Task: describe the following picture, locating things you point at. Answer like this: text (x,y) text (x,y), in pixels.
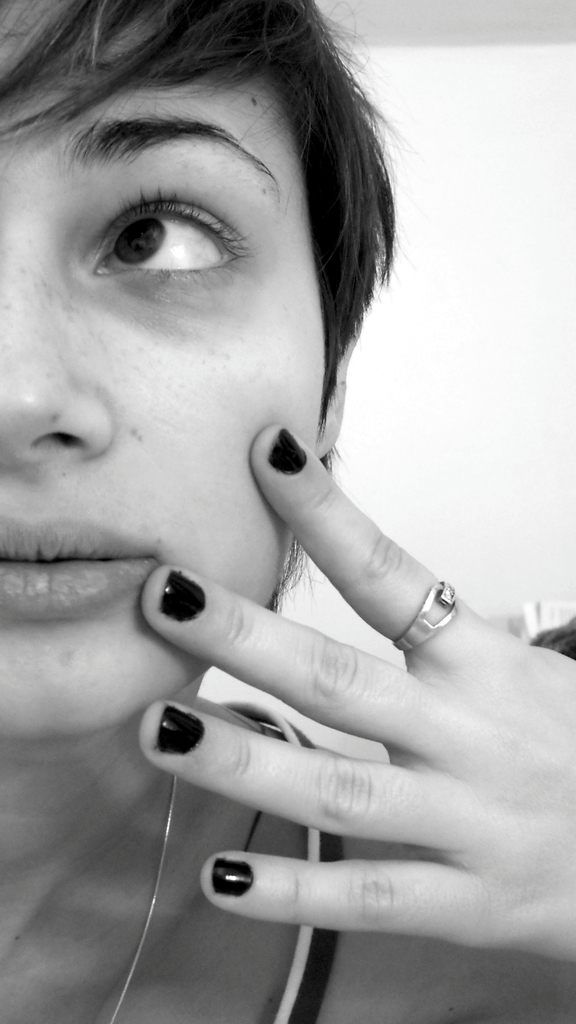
In this picture there is a woman (259,378). At the back (434,216) there is wall (428,245) and there might be books (543,627) on the table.
